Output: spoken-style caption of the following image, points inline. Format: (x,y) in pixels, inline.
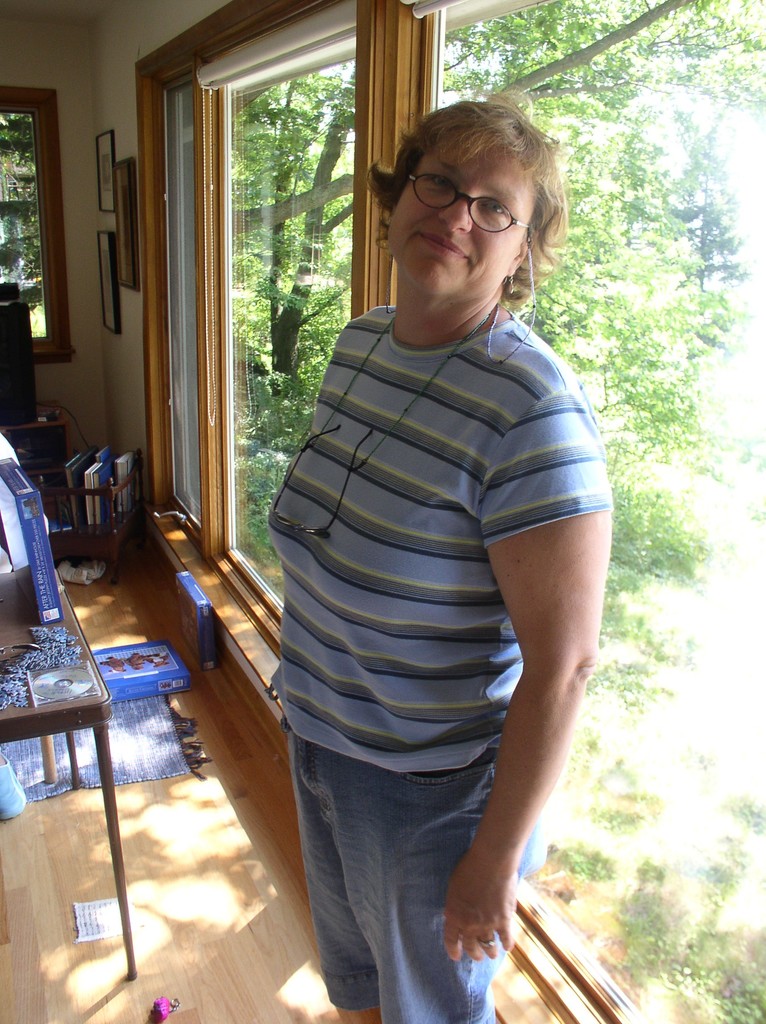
In the center of the picture (431,436) there is a woman (470,506) standing. On the left (62,718) there are table (58,714), books (101,456), files (79,467), boxes (46,612), window (35,300), chair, cds (46,693) and other objects (49,427). In the center of the picture (274,360) there is a glass window (565,69), outside the window (557,58) there are trees (675,56). On the left of the background (105,272) there are frames (111,279).
